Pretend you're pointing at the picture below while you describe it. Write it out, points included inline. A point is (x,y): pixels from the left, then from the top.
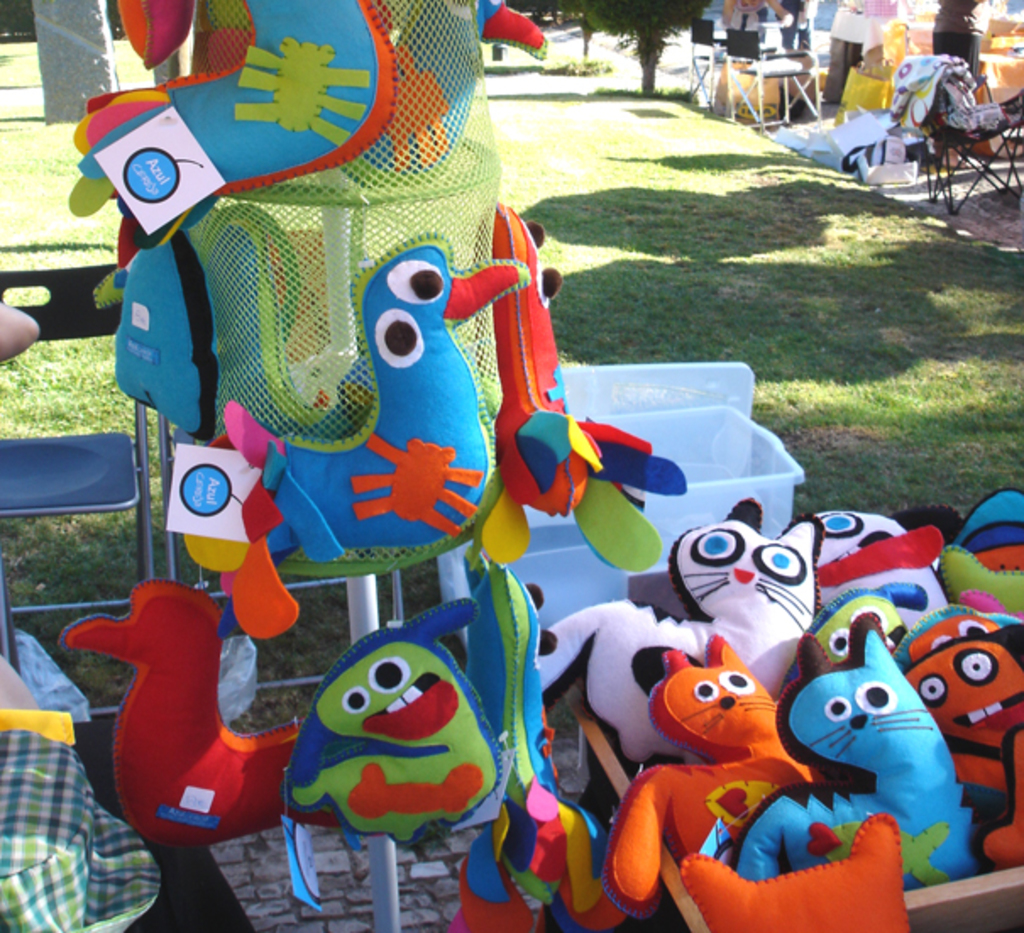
In this image there are plants (639,25) towards the top of the image (657,16), there is grass (654,261), there is a chair (74,273) towards the left of the image (81,306), there are toys (559,647), there is an object (63,60) towards the top of the image (65,43), there are boxes (675,528) on the grass (698,310), there are persons (948,12) towards the top of the image (889,16), there are objects (928,99) towards the right of the image (917,85).
